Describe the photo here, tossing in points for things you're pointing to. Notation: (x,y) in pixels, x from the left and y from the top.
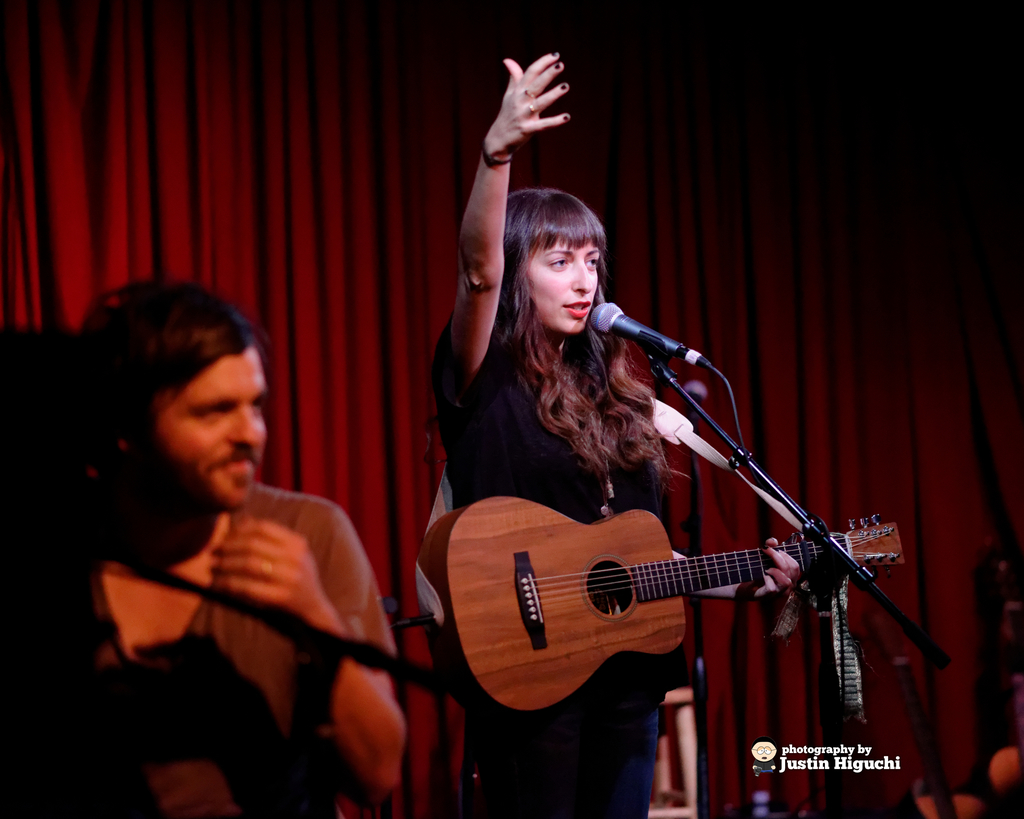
On the background (411,92) we can see red colour curtain (634,142). We can see one woman (619,358) standing in front of a mike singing and playing guitar (678,623). We can see one man (201,690) here at the left side of the picture (230,579).
